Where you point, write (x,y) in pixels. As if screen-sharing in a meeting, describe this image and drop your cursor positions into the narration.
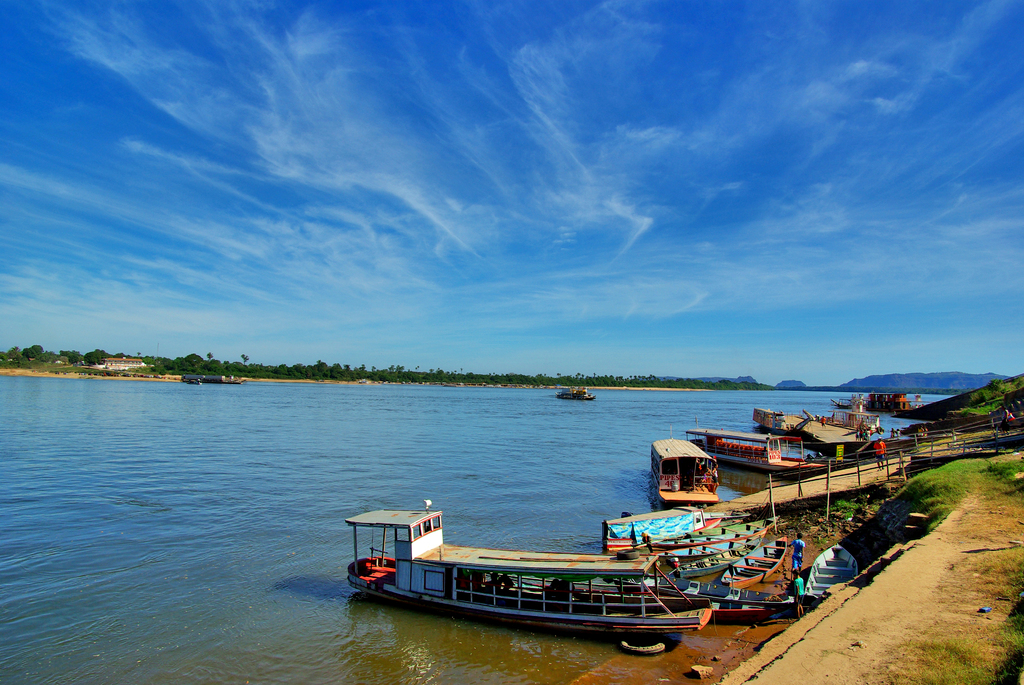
In the foreground of the picture (685,558) there are boats (767,457) and ships (434,610), in the water (162,595). On the right (1000,600) it is land (972,472) and there is grass (984,409). In the center of the picture (549,431) there is a water body (127,414). In the background (759,385) there are trees (194,358), building (139,363), boats (193,383) and hills (926,376). Sky (594,230) is cloudy.
